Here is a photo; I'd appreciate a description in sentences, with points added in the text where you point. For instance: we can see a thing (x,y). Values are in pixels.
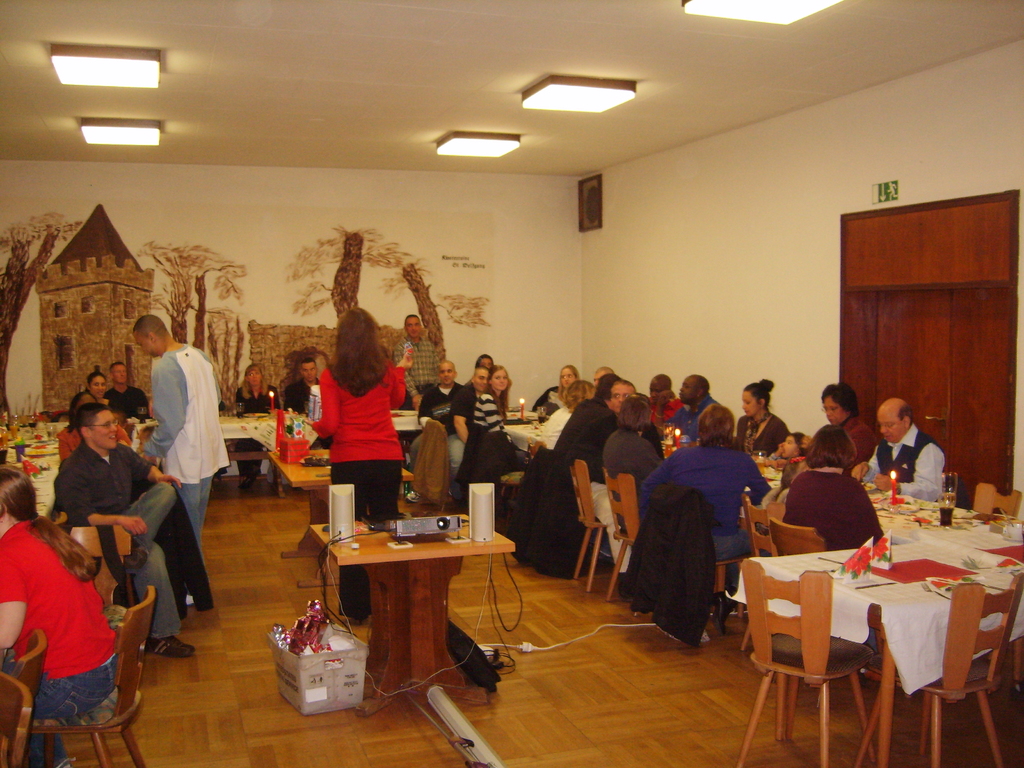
In this image I can see number of people (420,390) where three are standing and rest all are sitting on chairs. I can also see few empty chairs (999,501), number of tables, white colour table cloths (48,485) and on these tables (848,576) I can see few glasses (949,482) and few other stuffs (400,546). Here I can see a projector machine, few speakers (338,500) and in the background (70,292) I can see painting (95,253) on this wall (310,243) and here I can see few lights (728,5).
